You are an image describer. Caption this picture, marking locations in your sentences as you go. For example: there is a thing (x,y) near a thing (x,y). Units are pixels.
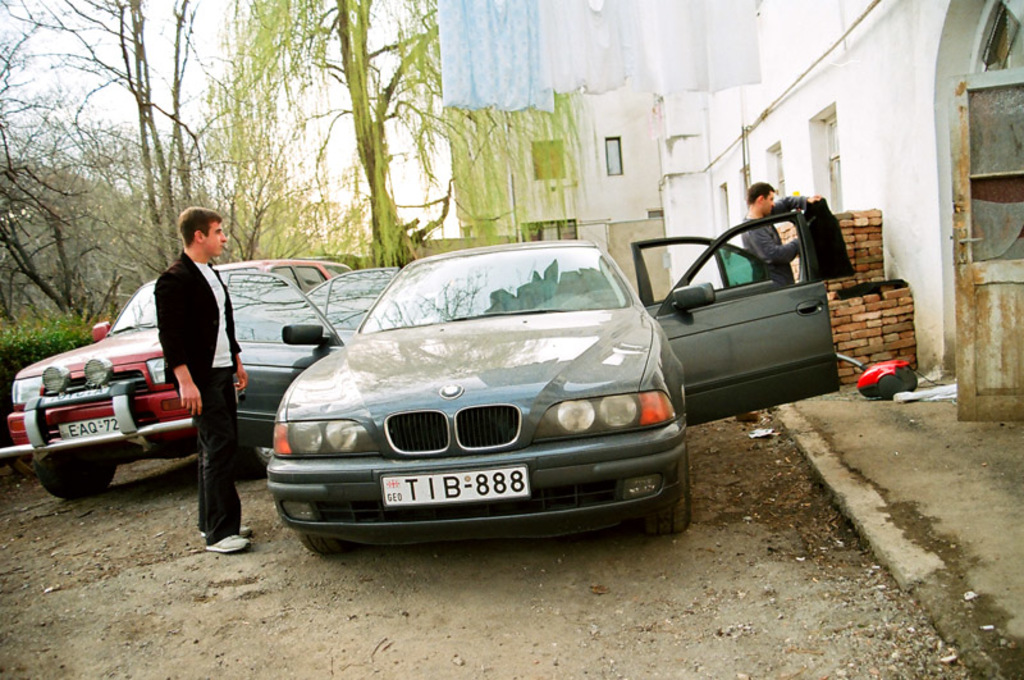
In the left side (195,319) a man (202,421) is standing he wore a black color coat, in the middle (643,256) it is a car (521,389), there are trees (372,152) in the long back side of an image.
